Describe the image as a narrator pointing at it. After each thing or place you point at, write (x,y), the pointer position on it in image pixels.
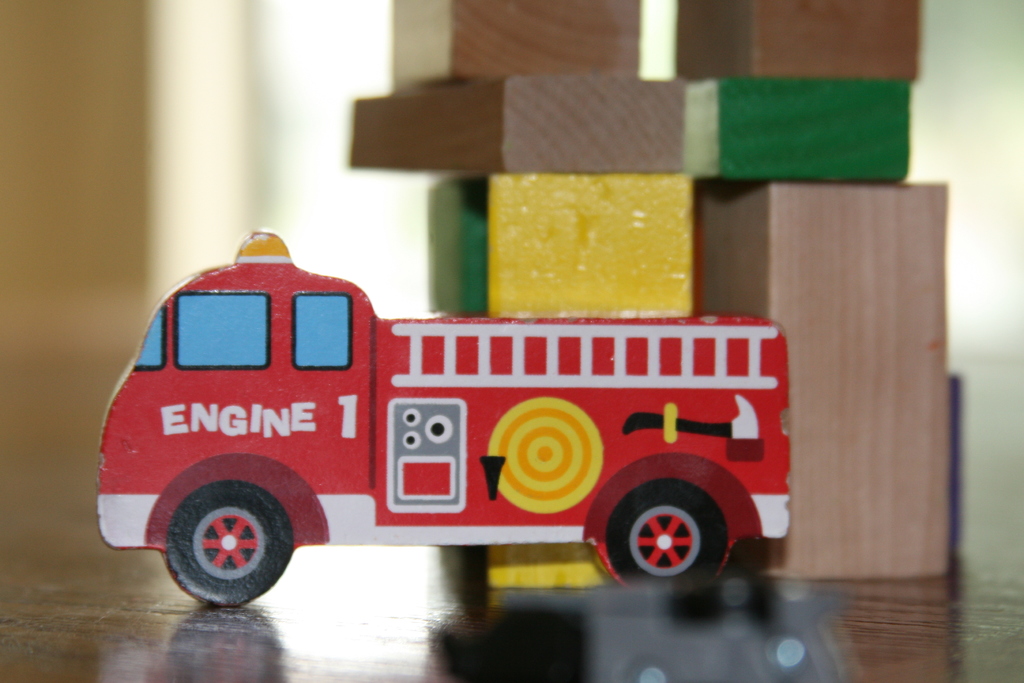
In this image I can see a toy vehicle (508,455) which is red, white, yellow and black in color. I can see few wooden blocks (611,228) and the blurry background (953,169).
